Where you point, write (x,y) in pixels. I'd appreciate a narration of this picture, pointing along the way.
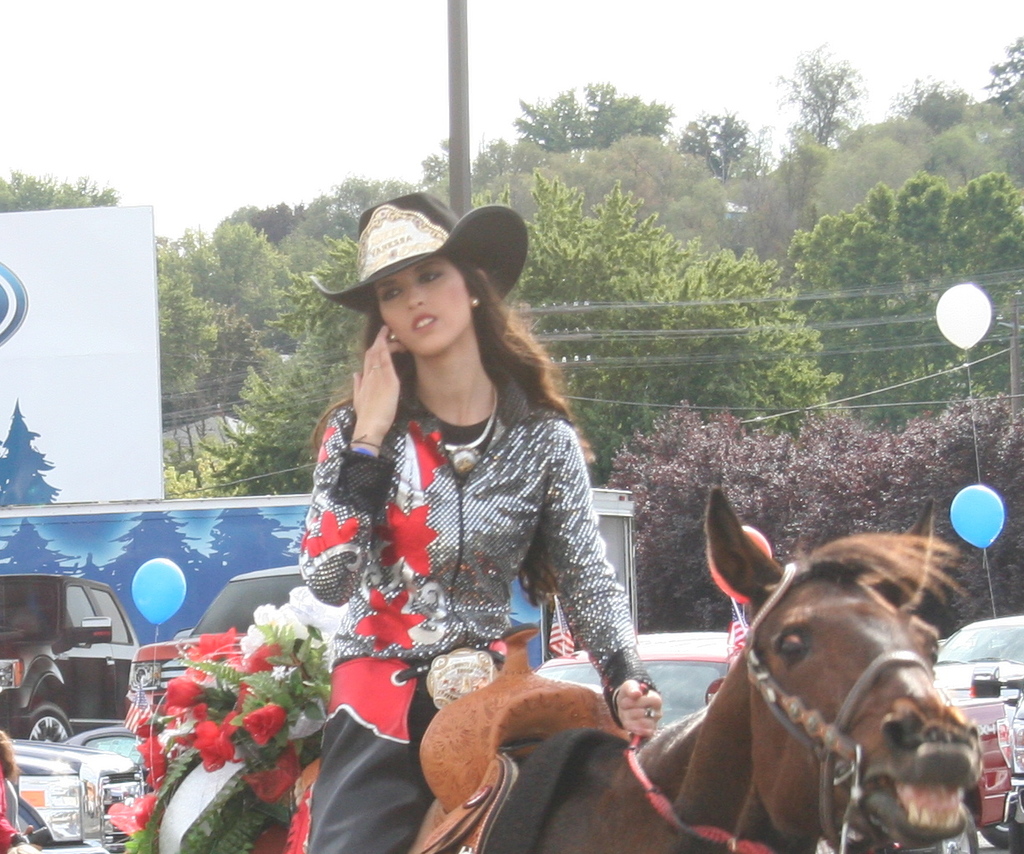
At the top (476,53) we can see sky (336,62). These are trees (811,150). Here we can see one woman (453,539) sitting on horse (817,706) wearing hat (439,251) and riding. These are flowers (280,699). We can see vehicles (86,699) on the road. These are balloons (950,317) in white and blue colour.
